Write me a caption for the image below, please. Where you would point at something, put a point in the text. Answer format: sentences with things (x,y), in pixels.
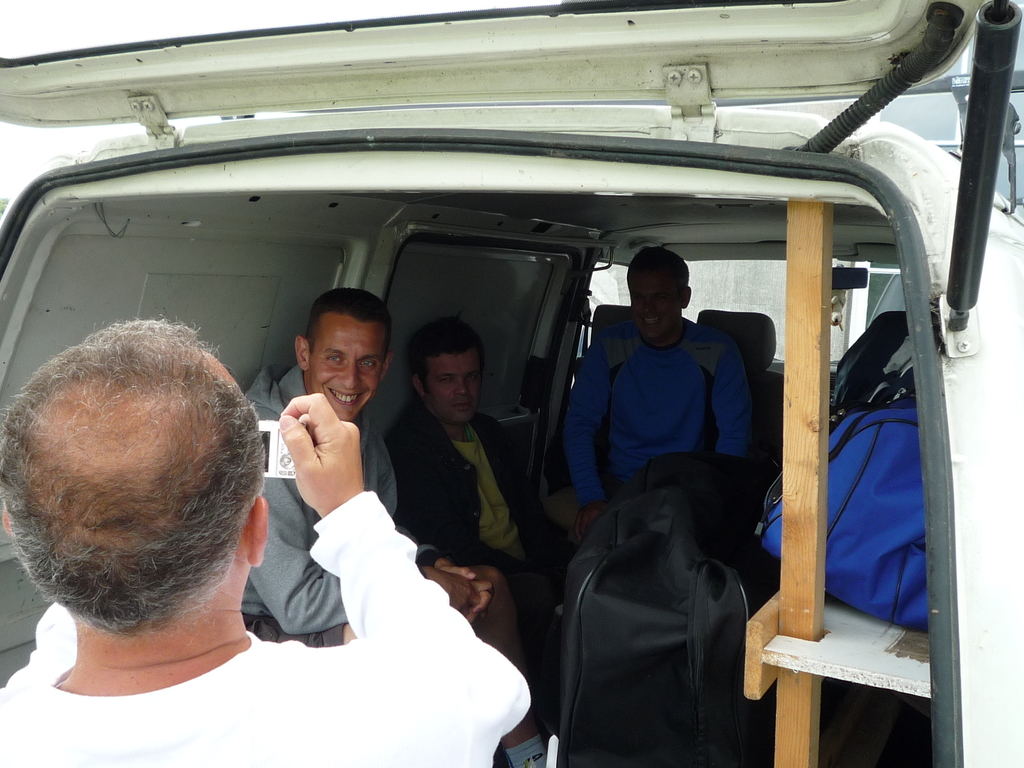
Here we can see a three persons (300,382) sitting inside a car (282,356). There is a person (342,536) standing on the left side (51,390) and he is capturing an image with a camera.
